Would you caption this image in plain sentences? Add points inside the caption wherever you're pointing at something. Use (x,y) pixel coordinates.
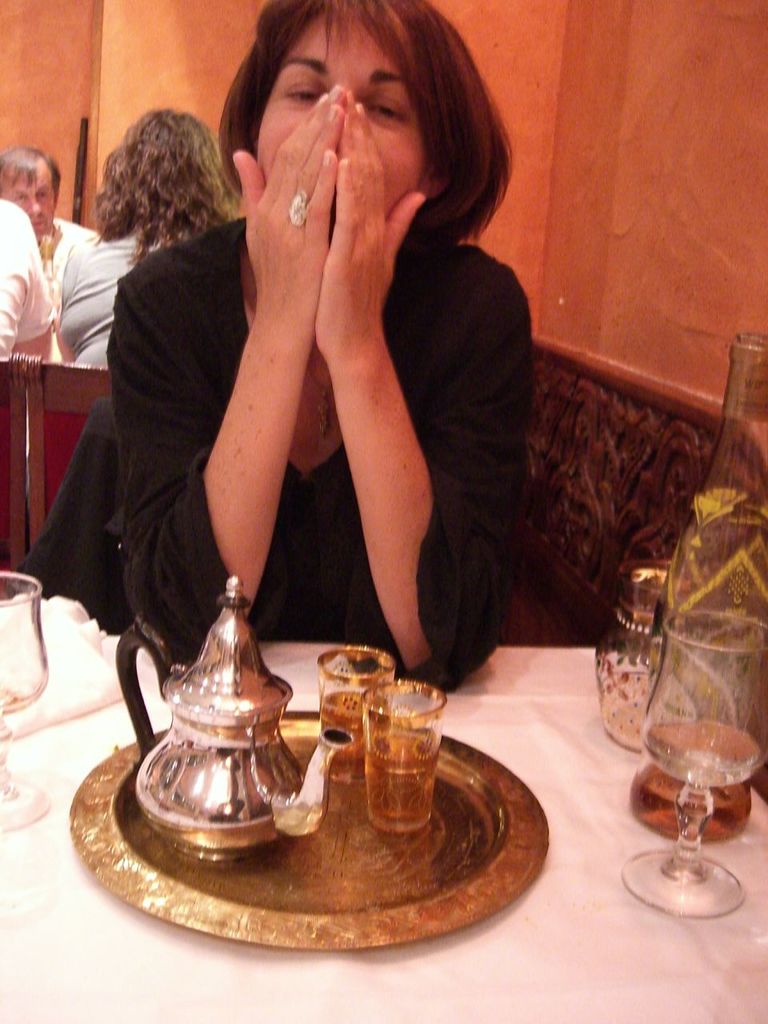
In this picture we can see a woman (325,155) who is sitting on the chair (567,482). This is table (561,715). On the table (508,950) there is a plate (470,868), jar (300,823), glasses (730,905), and bottle (752,461). Here we can see three persons (75,232) sitting on the chairs (48,479). On the background (644,167) there is a wall (671,157).
